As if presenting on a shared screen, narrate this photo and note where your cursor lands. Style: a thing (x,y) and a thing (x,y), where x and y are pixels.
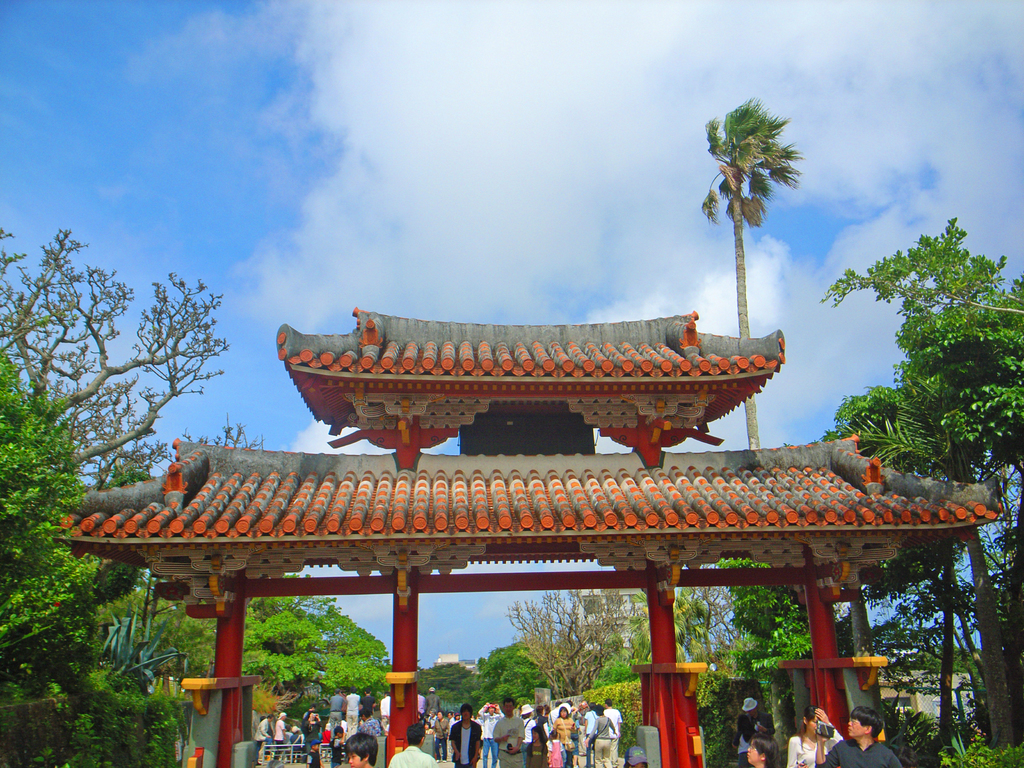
In this image in the center (441,479) there is a shelter (396,539), and at the bottom (612,732) there are some people (541,735) who are walking and some of them are standing. And on the right side (838,629) and left side (21,501) there are some trees (701,649), and at the top of the image (513,160) there is sky (292,201).
